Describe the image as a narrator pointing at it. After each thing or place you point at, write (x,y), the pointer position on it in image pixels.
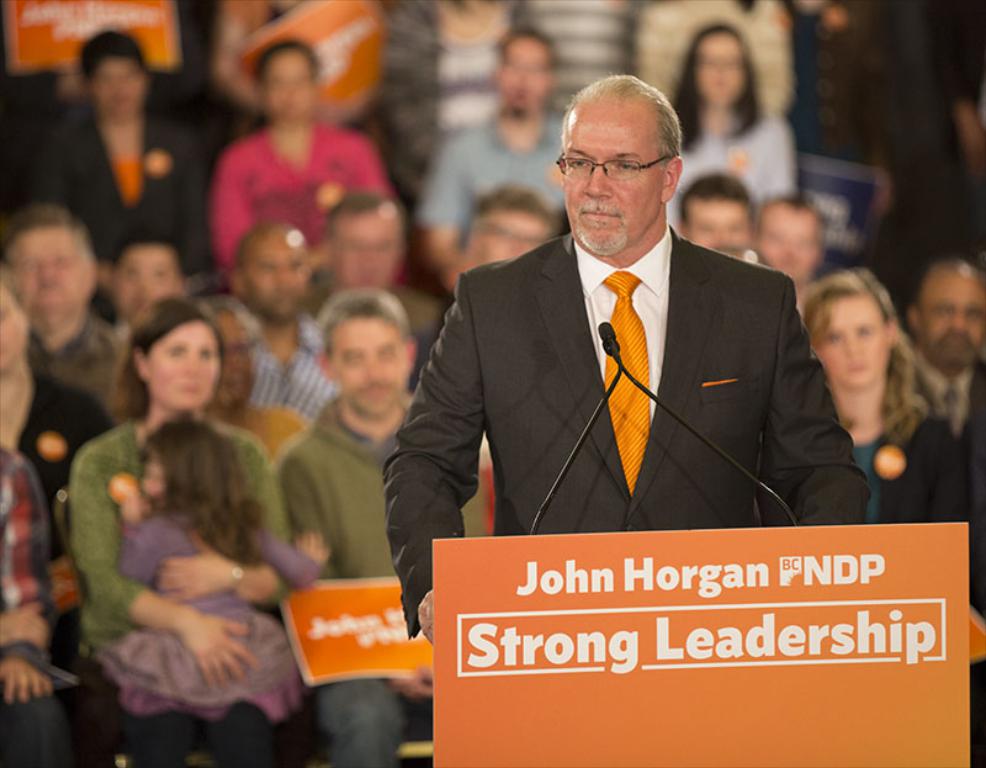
In the center of the image (583,353) we can see one person (625,353) is standing and he is wearing glasses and he is in a different costume (709,338). In front of him, we can see microphones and one board (693,618) with some text (696,636). In the background (695,214), we can see a few people (741,189) are sitting. Among them, we can see one person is holding one kid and a few people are holding boards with some text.
